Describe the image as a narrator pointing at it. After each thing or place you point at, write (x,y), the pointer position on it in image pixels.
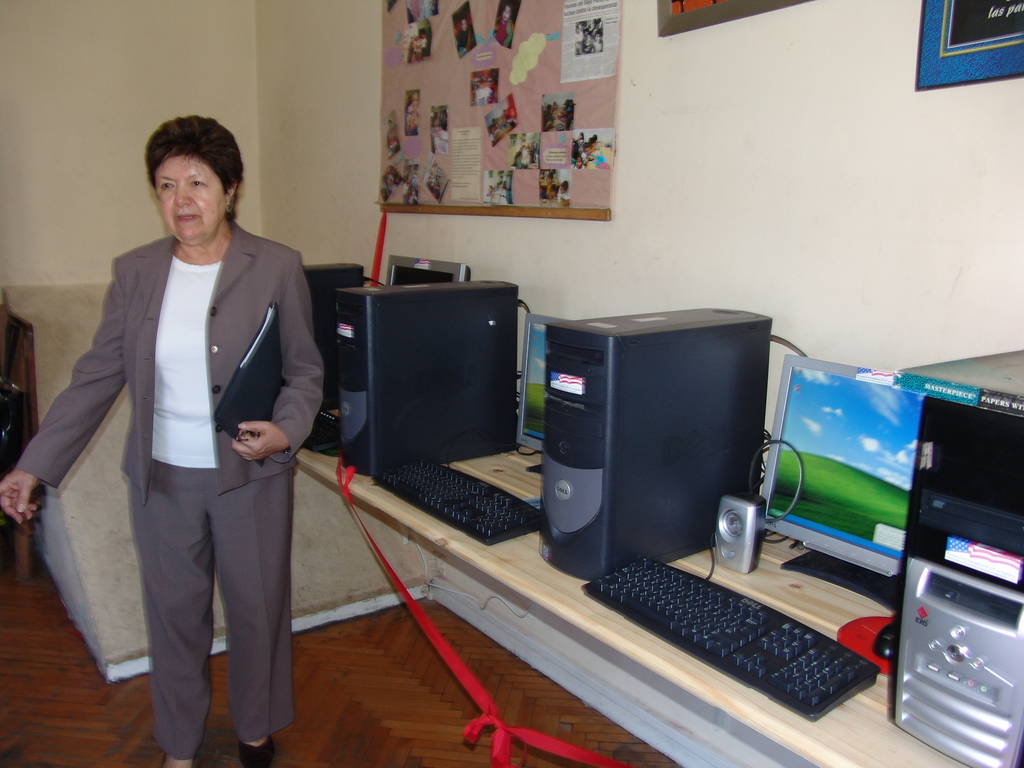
This women (172,210) is wearing a suit (230,296), white color shirt (190,375), pant (264,591), and shoes (242,757). She is standing on the floor (339,696). And she is holding a file (249,381). Behind her, there is a CPU (480,360), monitor (525,380), keyboard (457,491) and a desk (474,542). And there is a wall (701,197). On the wall (669,140), there is a poster (449,155).
